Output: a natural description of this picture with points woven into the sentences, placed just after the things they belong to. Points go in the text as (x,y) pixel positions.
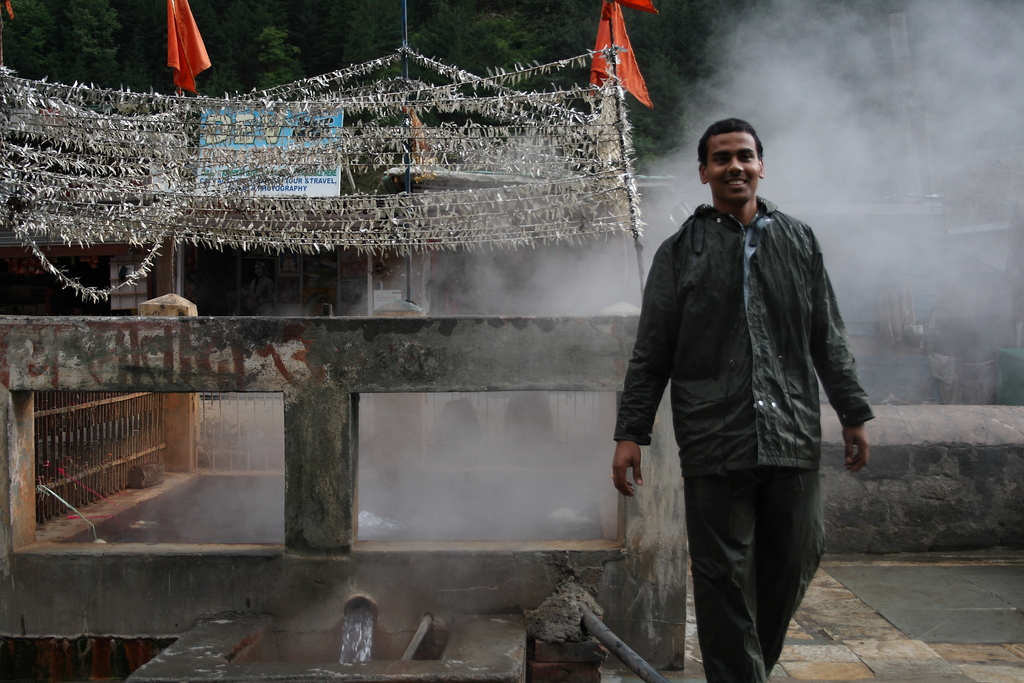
This image consists of a man (777,433) wearing a black jacket (695,379). At the bottom (899,670), there is a floor (785,669). On the left (23,383), we can see a basement (321,592) and water (347,649) coming out of a hole (361,625). At the top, we can see the flags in orange color. In the background (1002,139), there are trees (294,38) and smoke (965,303).
